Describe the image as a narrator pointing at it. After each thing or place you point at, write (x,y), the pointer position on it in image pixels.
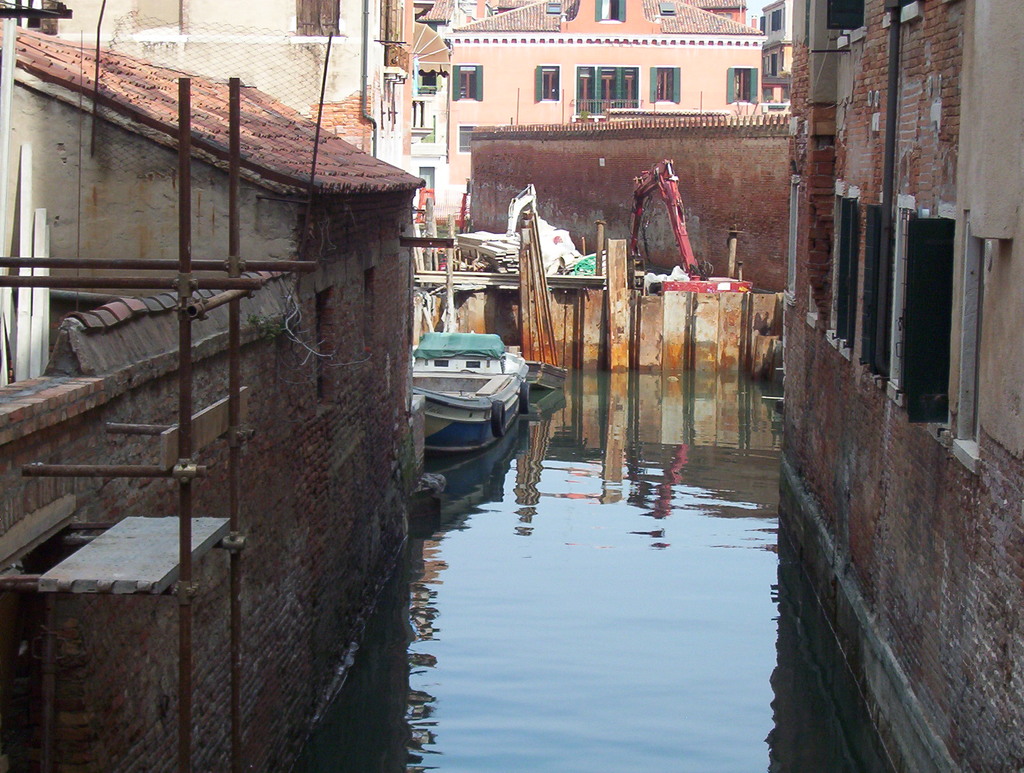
In this picture we can see a boat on the water (549,437), excavator (680,217), wall (499,142), poles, buildings (457,149) with windows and some objects (547,242).
